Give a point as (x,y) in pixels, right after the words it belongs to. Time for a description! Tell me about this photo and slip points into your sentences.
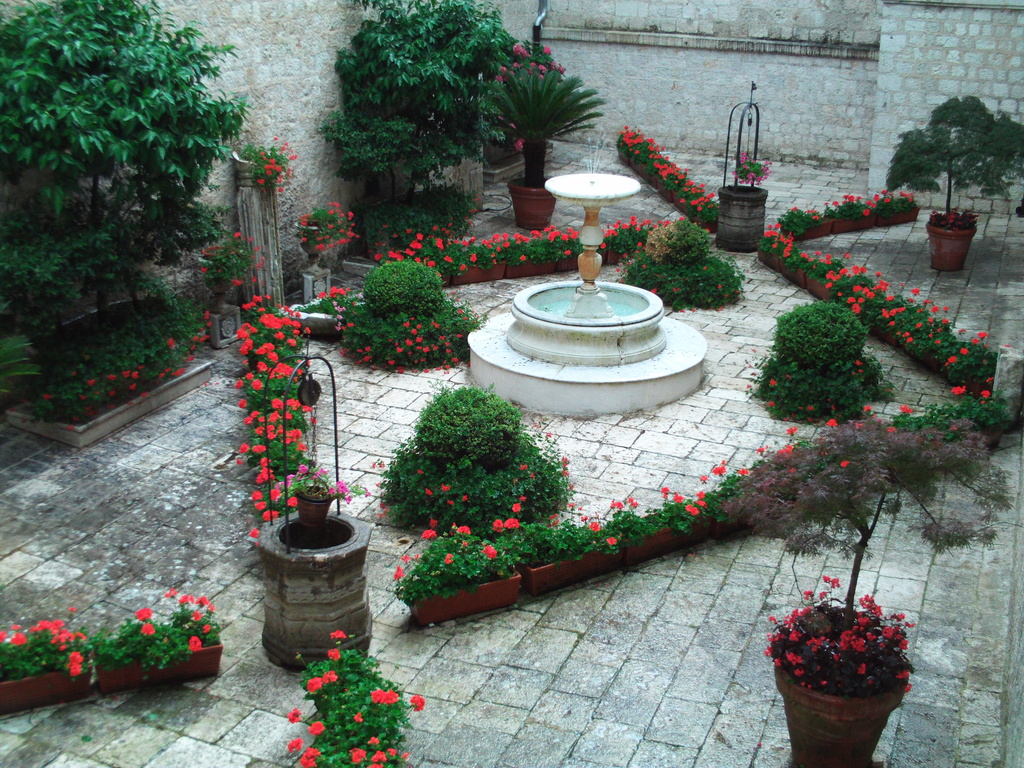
In this picture we can see a fountain (530,352), plants (379,271), flowers (300,447) and in the background (627,7) we can see wall (804,86).
